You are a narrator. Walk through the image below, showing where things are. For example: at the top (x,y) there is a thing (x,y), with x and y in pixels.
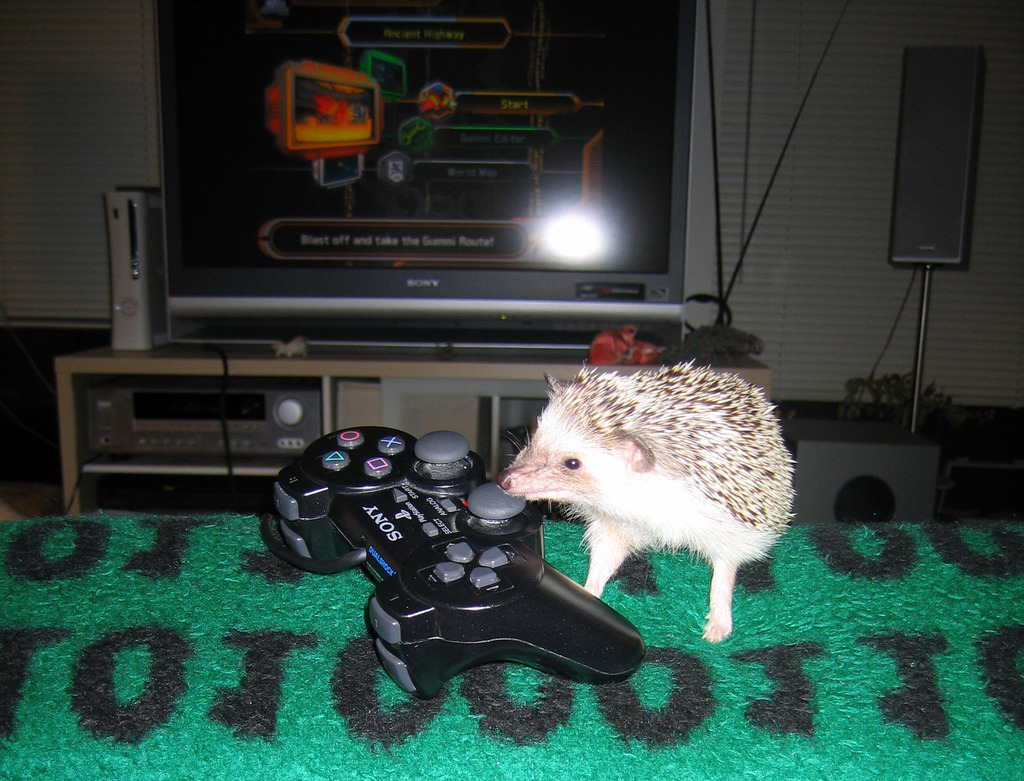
In the center of the image (387,504) we can see a joystick (439,570) and hedgehog (734,558) on the table (327,695). In the background (264,129) we can see television (251,129), speaker (928,114), table (455,366) and wall (64,85).
